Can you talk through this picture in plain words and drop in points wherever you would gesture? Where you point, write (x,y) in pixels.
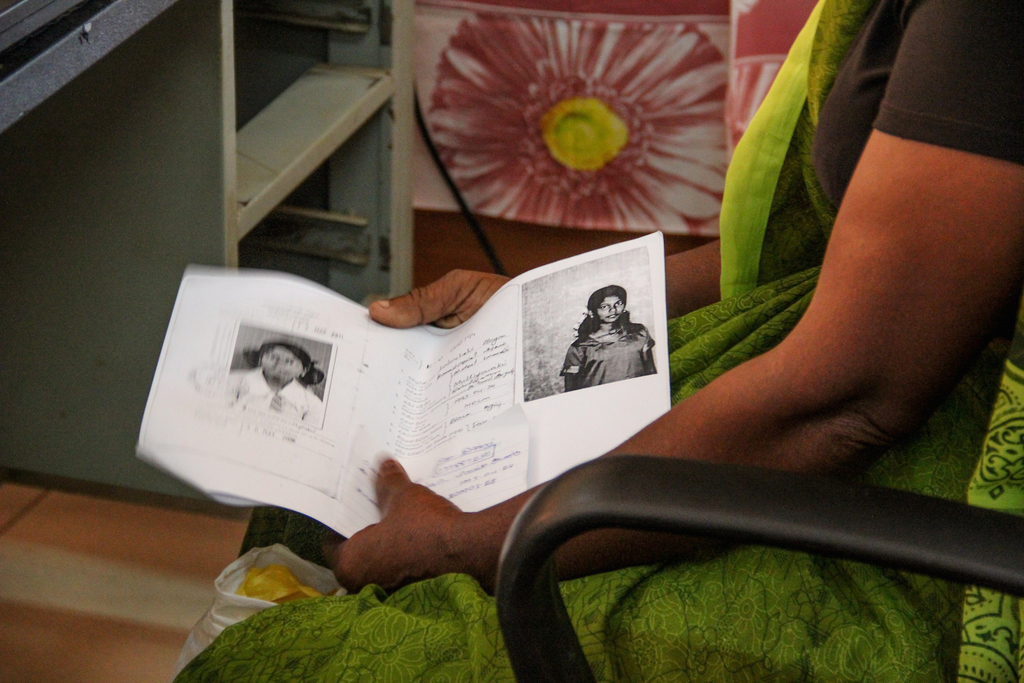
There is a lady (686,285) sitting on a chair (771,494) is holding papers (323,397) and a cover (264,605). In the back (260,123) there is a stand (254,69). Also there is a painting (569,127) of a flower (494,108) on something.
